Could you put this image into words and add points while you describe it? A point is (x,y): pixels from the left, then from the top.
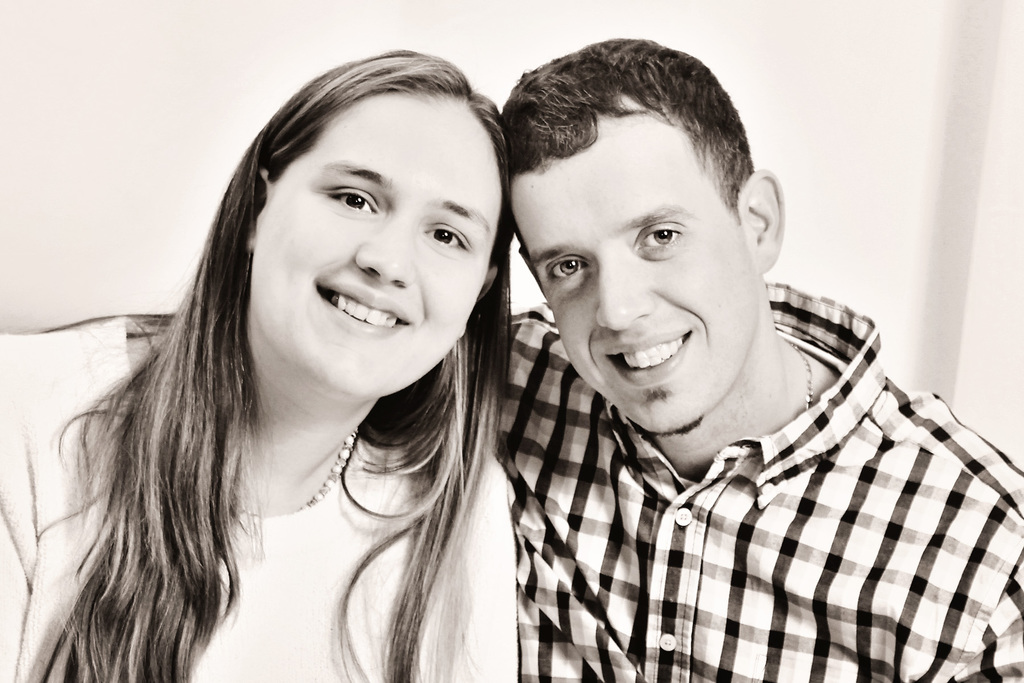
This is a black and white image. In this image we can see there are two persons (740,323) sitting and smiling. In the background (794,97) there is a wall (161,109).
